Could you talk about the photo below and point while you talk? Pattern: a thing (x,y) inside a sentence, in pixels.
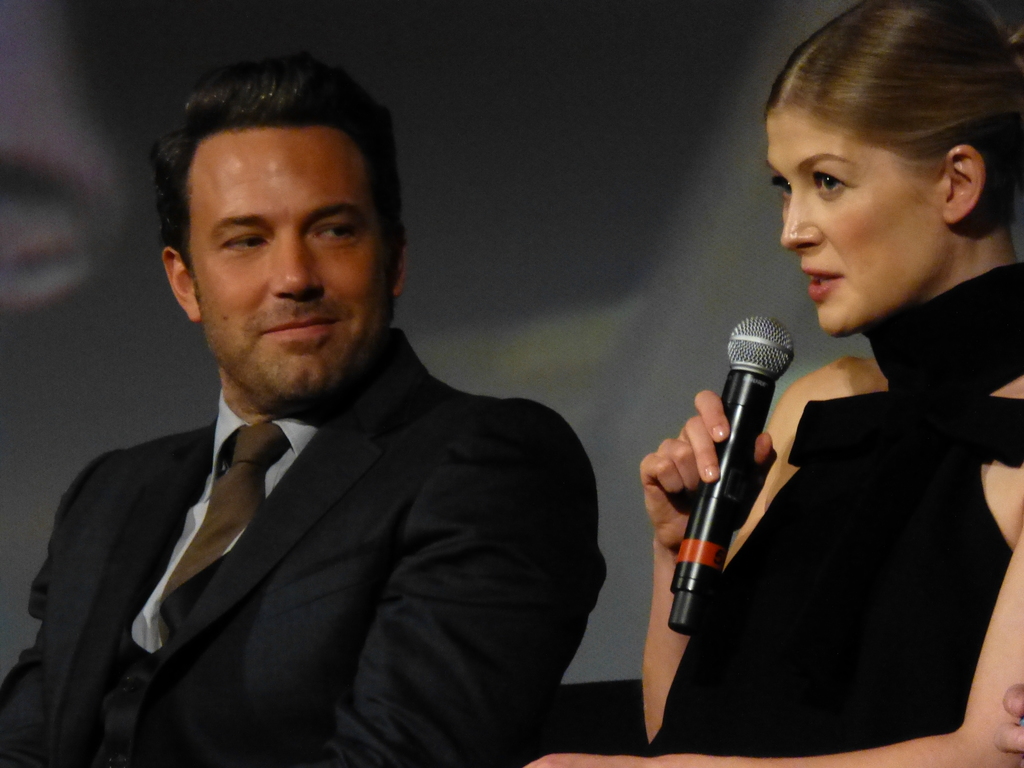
This picture shows a man (477,577) and woman (654,545) seated on the chairs (611,686) and the woman (958,18) speaking with the help of a microphone (701,500).
